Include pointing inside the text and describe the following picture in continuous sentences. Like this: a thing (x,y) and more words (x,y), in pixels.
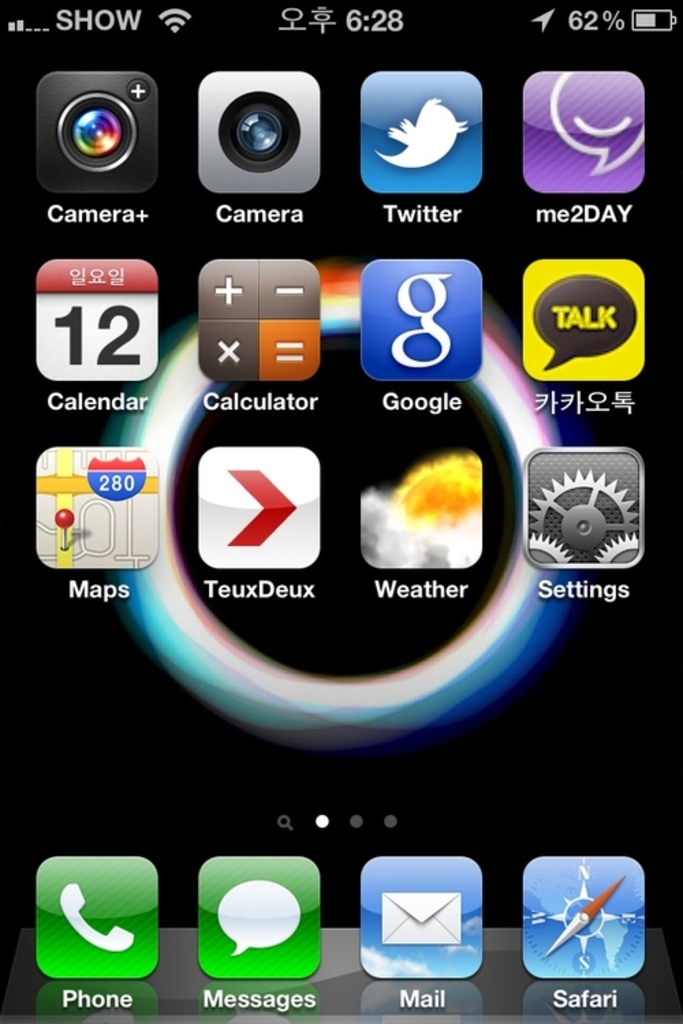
This is a screenshot in this image there is some text (584,596), and there are some objects (612,505).
